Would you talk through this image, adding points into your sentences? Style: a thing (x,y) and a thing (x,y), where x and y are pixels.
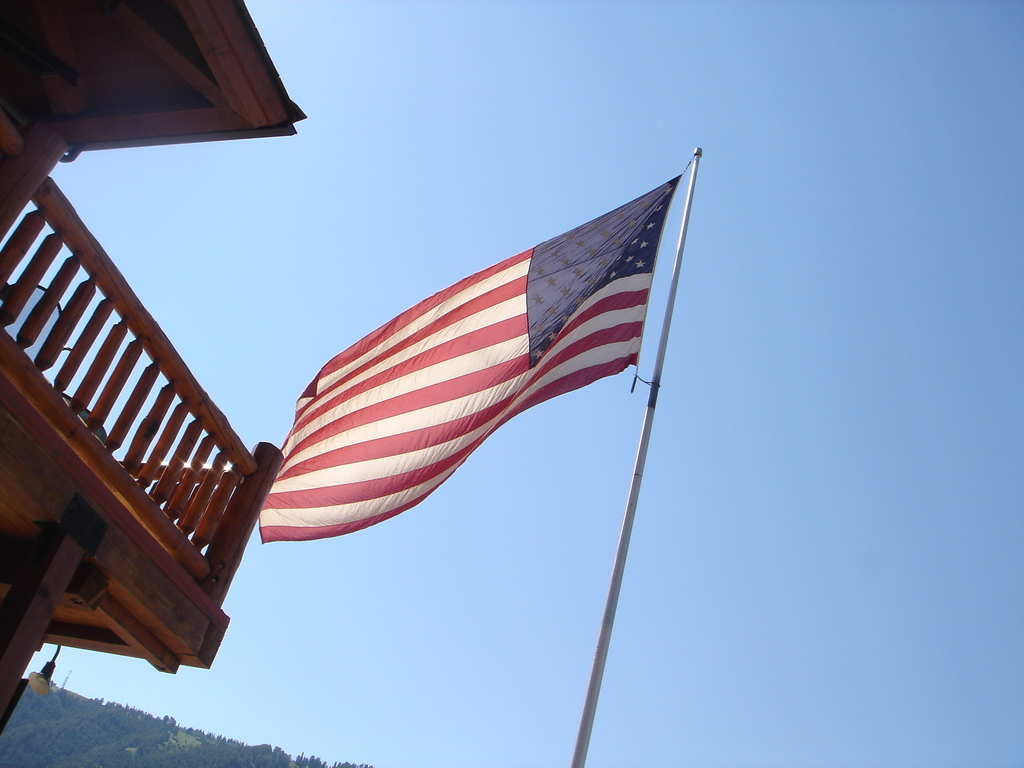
In the middle of this image (615,305) there is a flag (547,316). On the left side (99,357) there is a building (69,486). In the background (786,235), I can see the sky (766,475). In the bottom left-hand corner (85,731) there are many trees (125,731).
